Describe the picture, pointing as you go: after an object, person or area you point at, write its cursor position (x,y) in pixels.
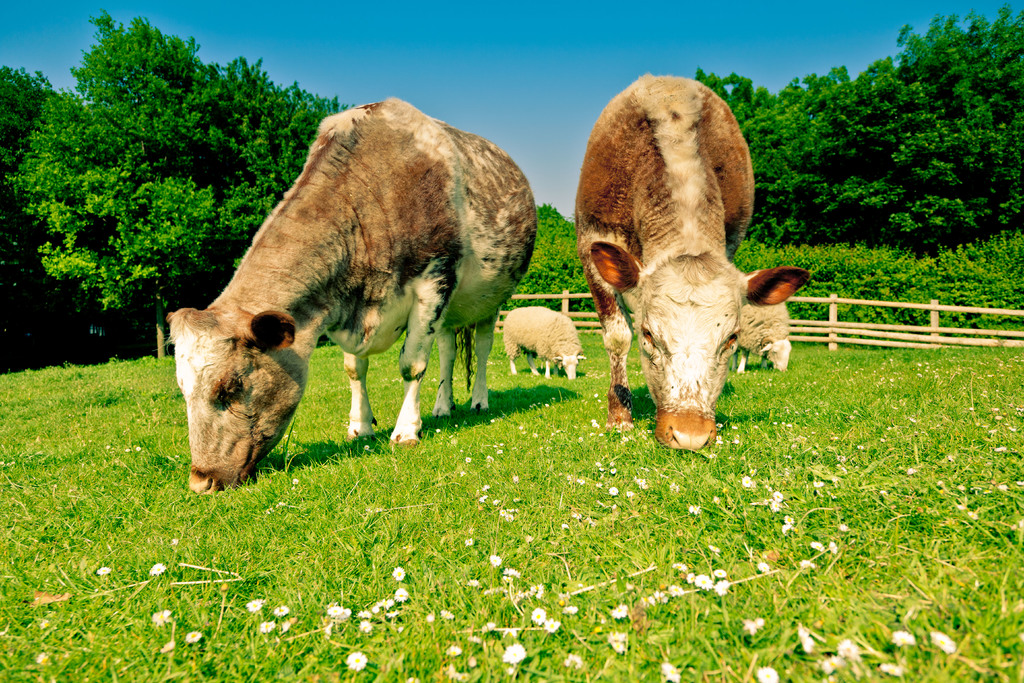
This picture is clicked outside. In the center (422,230) two cows (600,314) and two sheep (742,356) standing on the ground (377,463) and eating the grass (827,435). In the background (945,232) there is a sky (271,77), trees (954,94), plants (919,289) and a wooden fence (938,310).
